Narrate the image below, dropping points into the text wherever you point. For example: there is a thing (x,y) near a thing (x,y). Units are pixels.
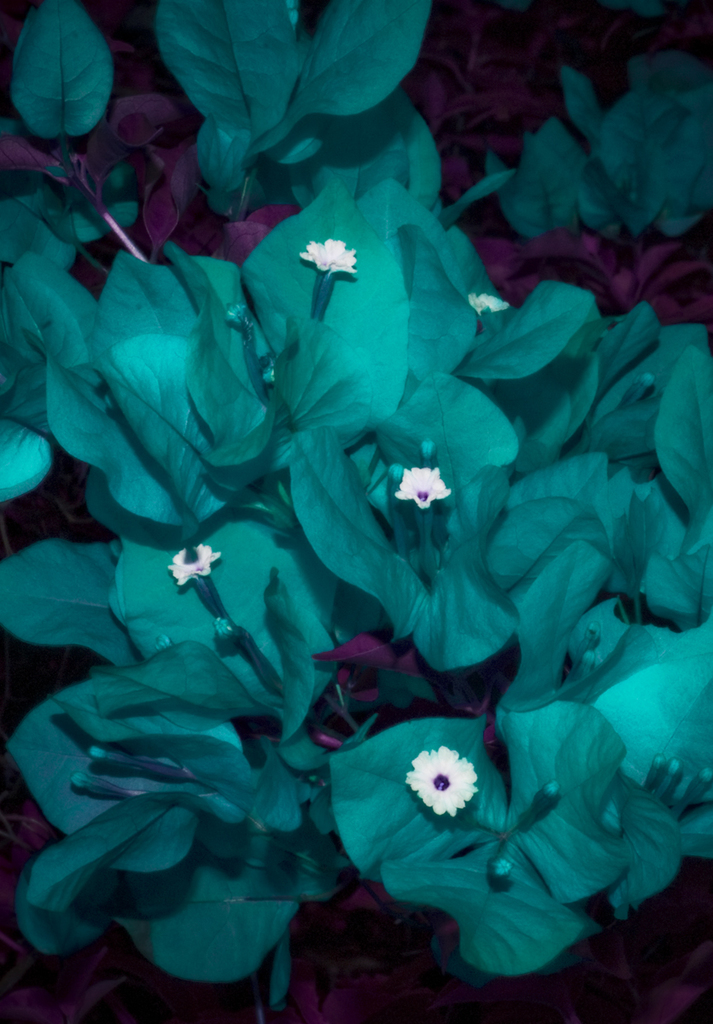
In this image I can see the white color flowers (432,794) to the plant (366,551). I can see the plants (186,424) are in green and pink color.
